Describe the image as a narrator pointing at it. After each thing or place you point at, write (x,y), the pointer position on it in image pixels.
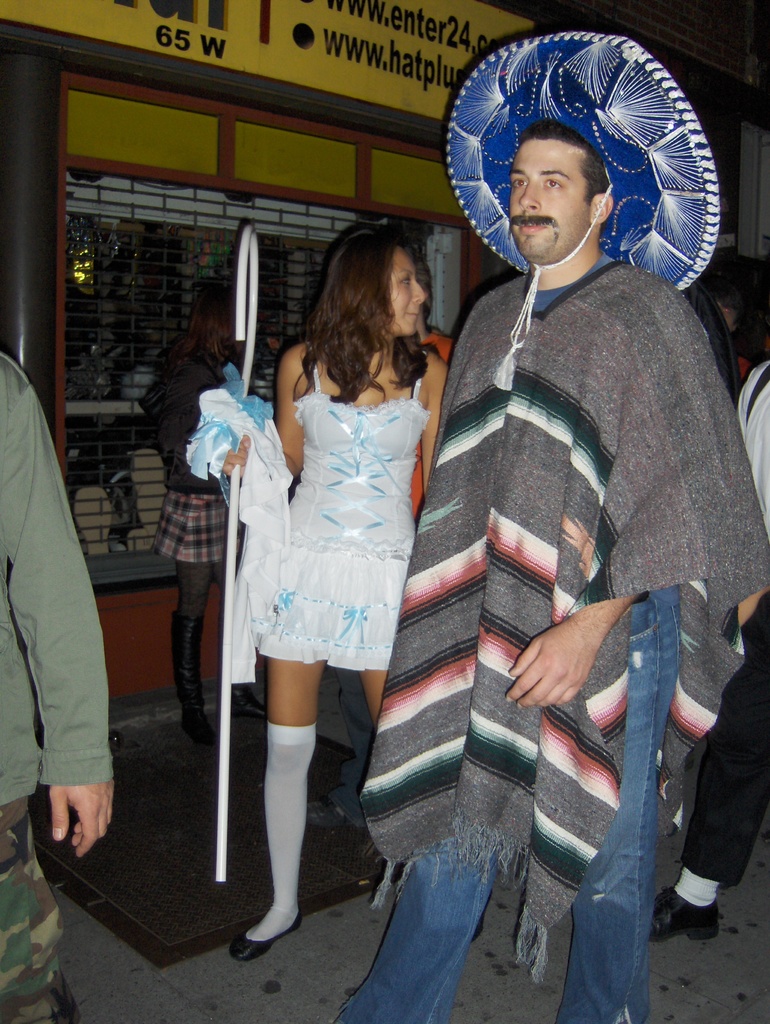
In this image we can see this man (499,802) wearing different costume (572,489) and hat (485,212) and this woman (400,520) wearing white dress (288,588), socks (286,797) and shoe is holding a stick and walking on the road (566,939). In the background (721,270), we can see a few more people (71,626) and the store (377,199). Here we can see the yellow color board (346,16).
